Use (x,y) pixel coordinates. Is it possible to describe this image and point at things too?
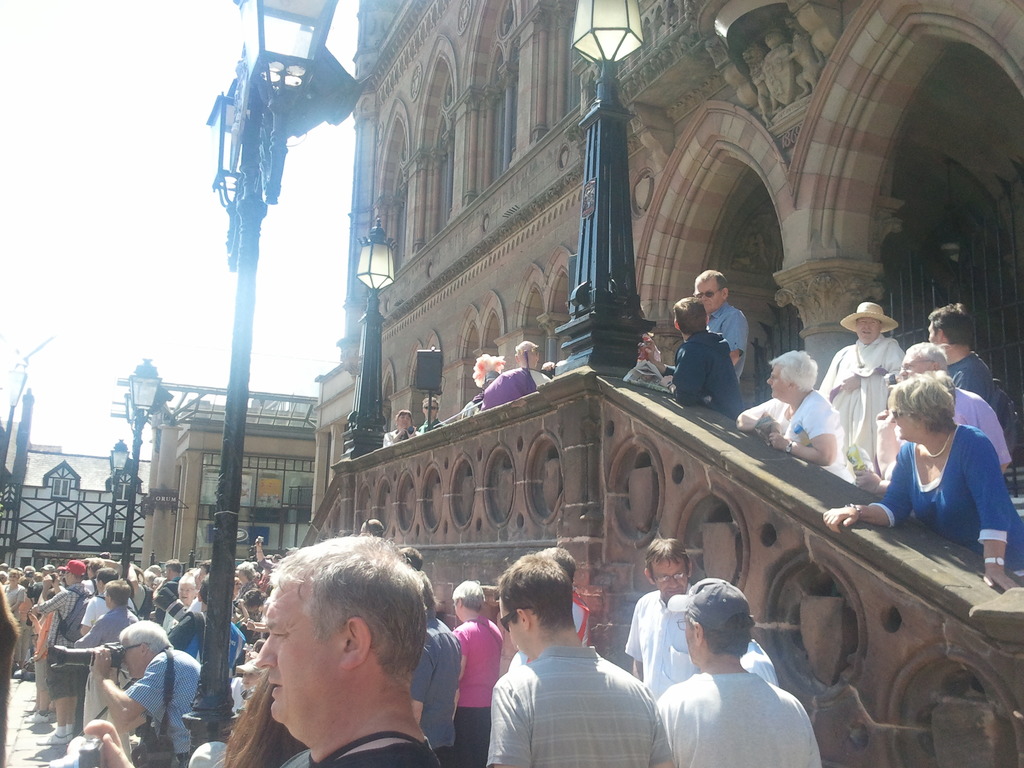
In this picture we can see there are groups of people (310,545) and there are poles (136,437) with lights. On the right side of the people (80,577) there are buildings (333,394). Behind the buildings (68,531) there is the sky (94,182).
